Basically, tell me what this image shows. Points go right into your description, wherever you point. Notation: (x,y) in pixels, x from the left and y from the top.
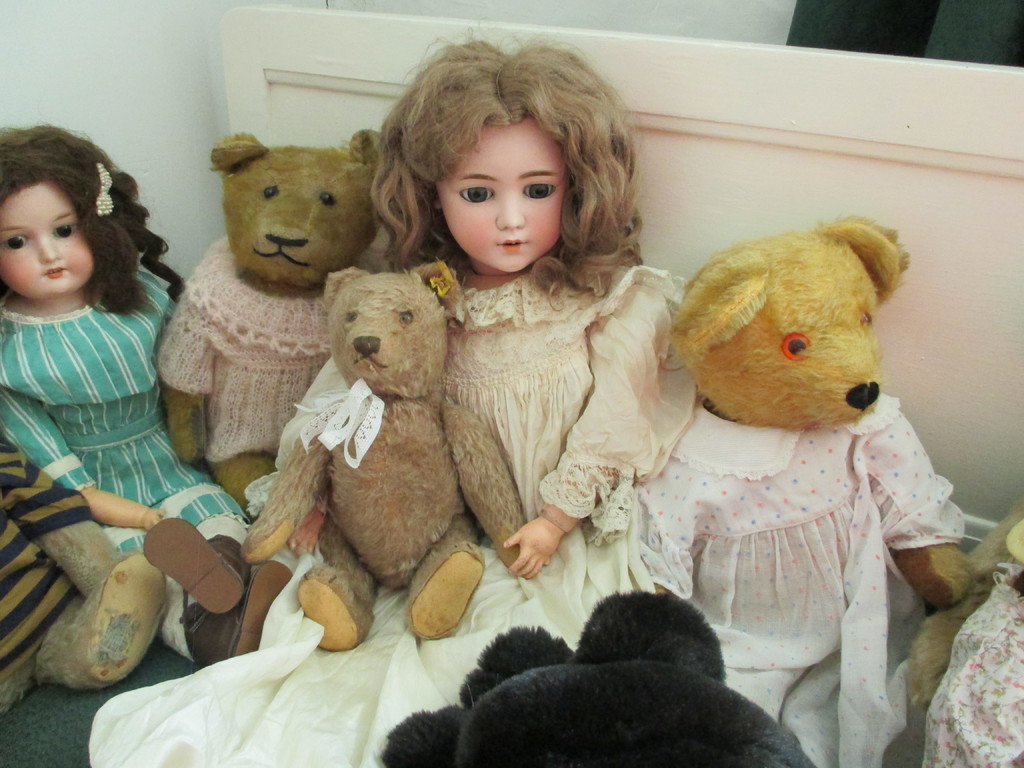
In this image we can see a group of dolls (649,454) which are placed on the floor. On the backside (999,375) we can see a board (938,168) and a wall (491,18).
